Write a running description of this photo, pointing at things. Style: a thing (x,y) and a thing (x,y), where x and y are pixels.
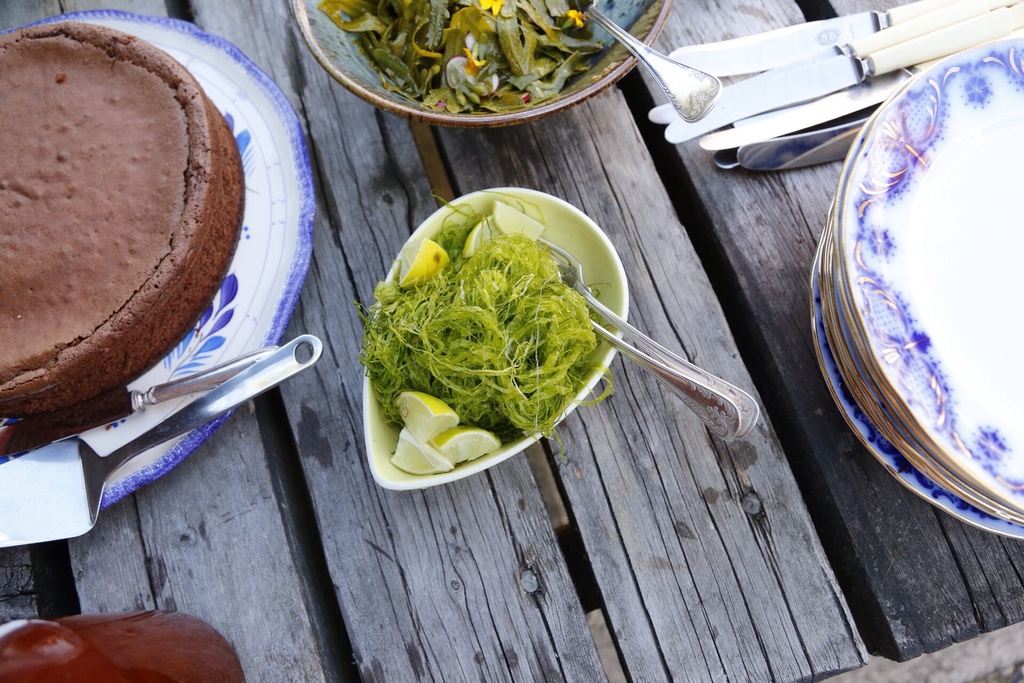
In the image we can see the wooden table (797,576), on the table (662,547), we can see the plates (283,196), bowls (551,217) and knives (759,131). We can even see food (203,243) in the plate (244,313) and in the bowl (449,324).
